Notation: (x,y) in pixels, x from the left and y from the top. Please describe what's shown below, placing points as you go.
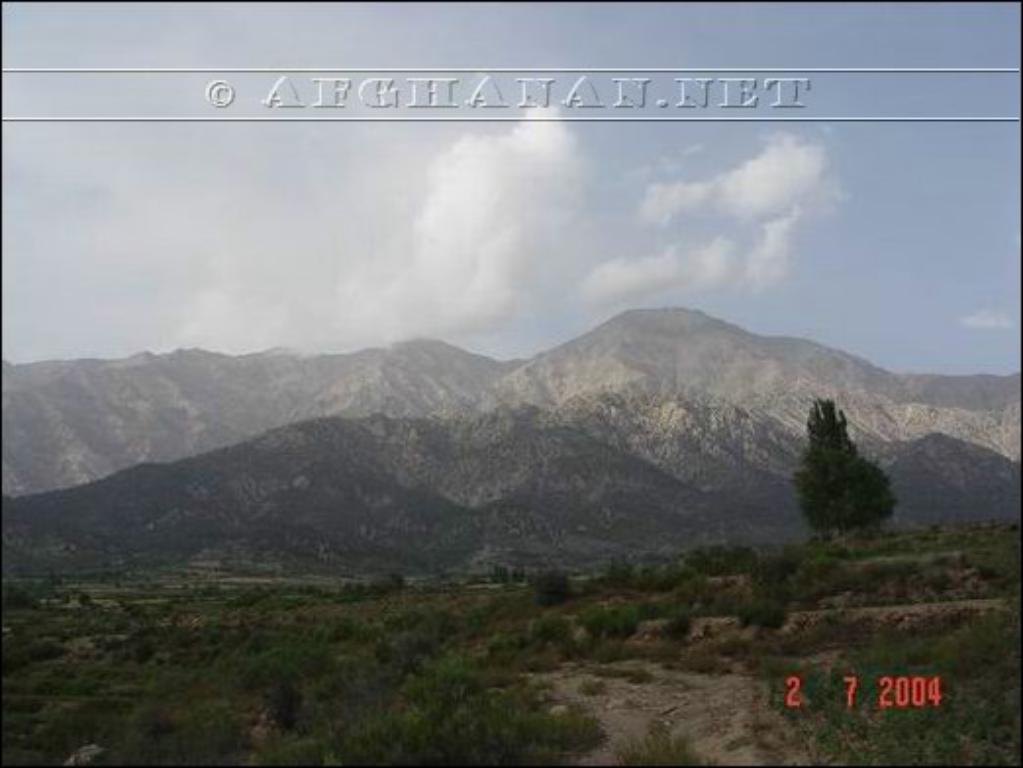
In this picture we can see mountains (615,336). On the bottom (571,614) we can see grass (364,614), plants (215,724) and trees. On the top (470,251) we can see sky (274,132) and clouds (520,210). Here we can see watermarks (910,684).
